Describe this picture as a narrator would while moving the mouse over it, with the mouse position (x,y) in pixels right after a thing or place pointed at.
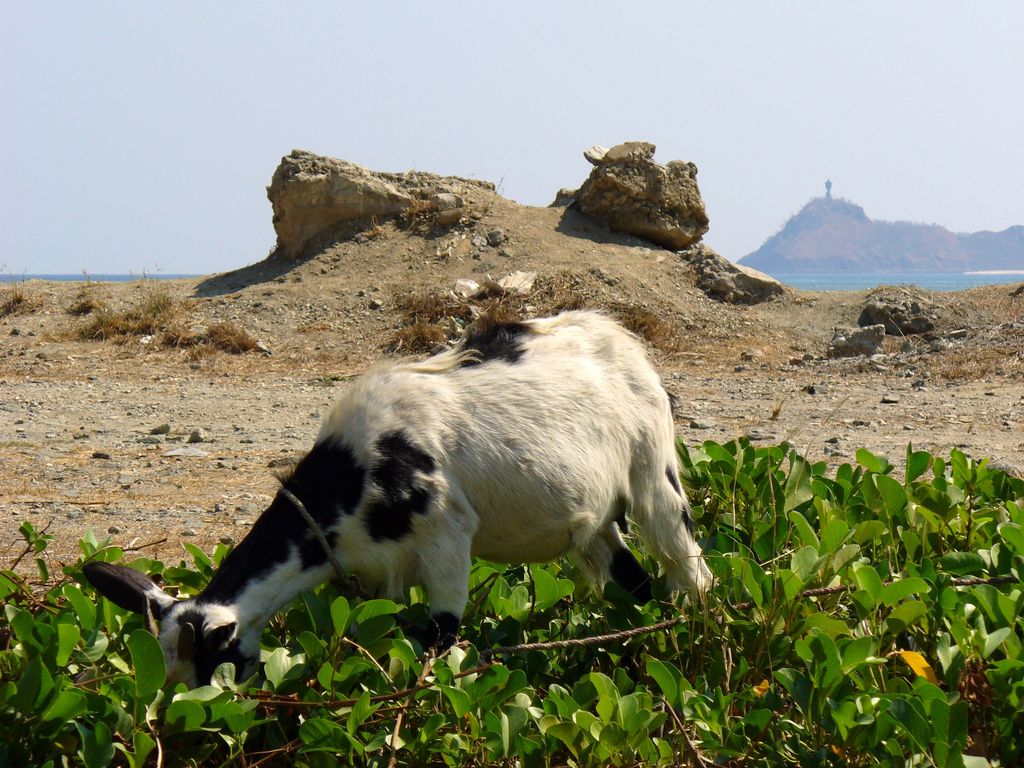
In this image I can see an animal (409,570) eating the plants (589,631). I can see the stones (849,343). At the top (356,98) I can see the sky (172,126).
